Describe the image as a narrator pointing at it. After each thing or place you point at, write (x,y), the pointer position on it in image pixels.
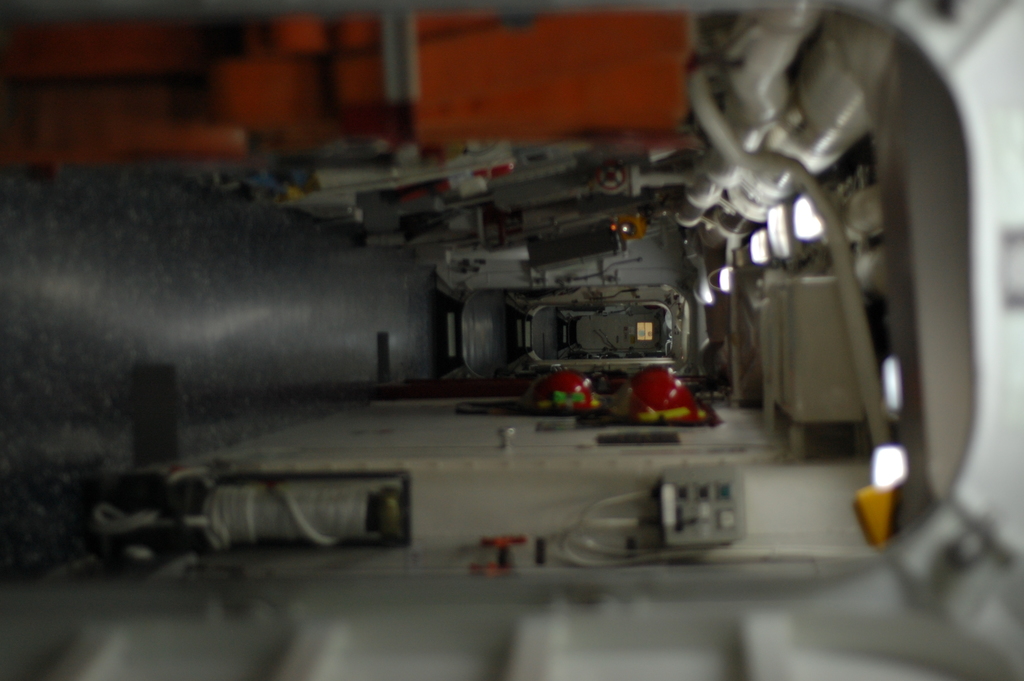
This is an inside view of a ship (136,344). At the top (583,114) and bottom of the image (285,530) there is equipment (466,208) and also there are multiple entrances (534,327). In the background (603,324) there is a door (610,324). And on the right side of the image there are lights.
